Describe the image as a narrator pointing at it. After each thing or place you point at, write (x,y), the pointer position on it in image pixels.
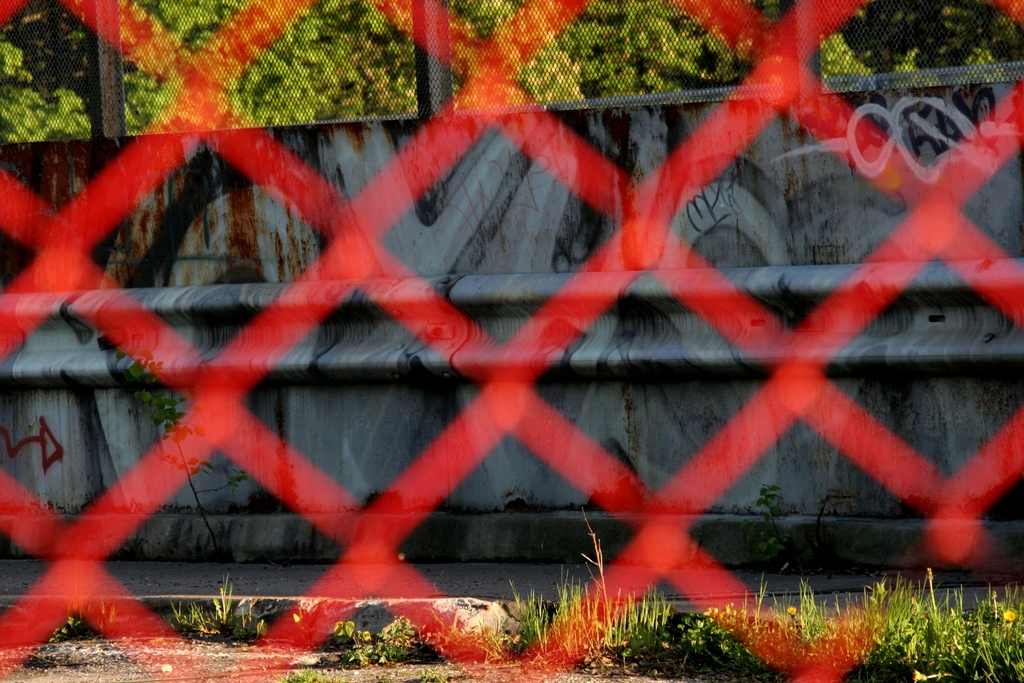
In the foreground of the picture (207,119) there is net (278,463), it is blurred. In the background (318,435) there are plants (570,631), shrubs (919,637), wall (119,256) and trees (716,84).
